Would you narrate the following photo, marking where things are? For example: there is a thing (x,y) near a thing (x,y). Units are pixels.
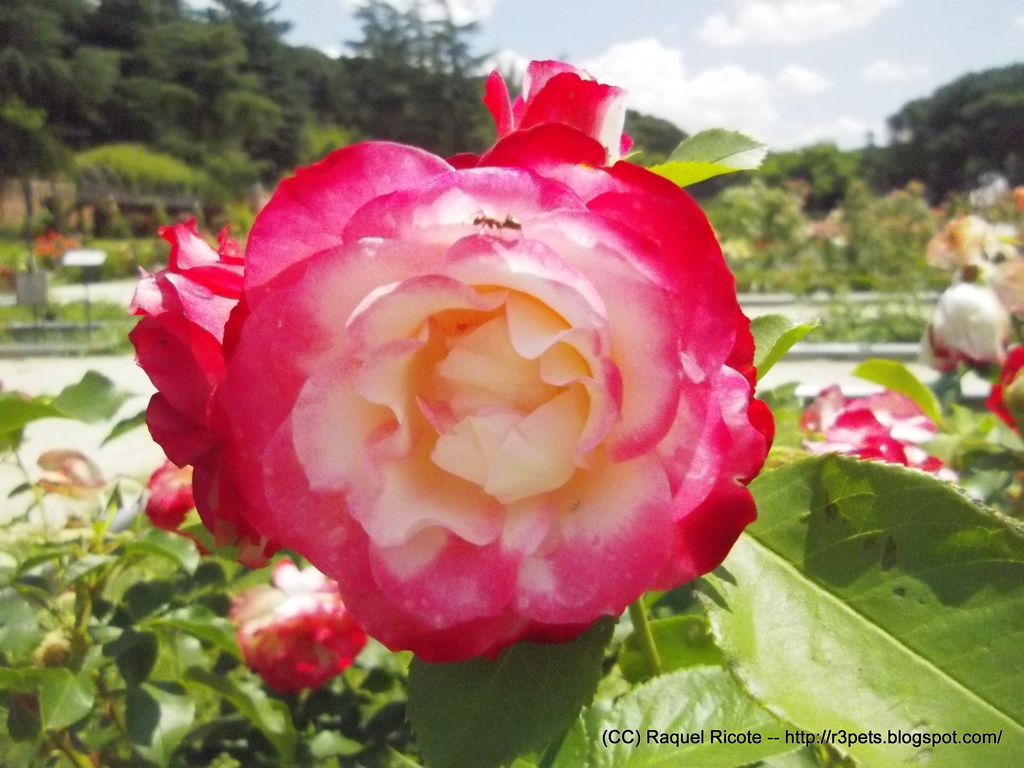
In the image there is a pink and white color flower (388,367) with leaves (816,585). Behind them there are many plants (151,647) with flowers (998,340) and leaves (164,599). In the background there are trees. At the top of the image (650,16) there is a sky (758,30) with clouds (816,5).
